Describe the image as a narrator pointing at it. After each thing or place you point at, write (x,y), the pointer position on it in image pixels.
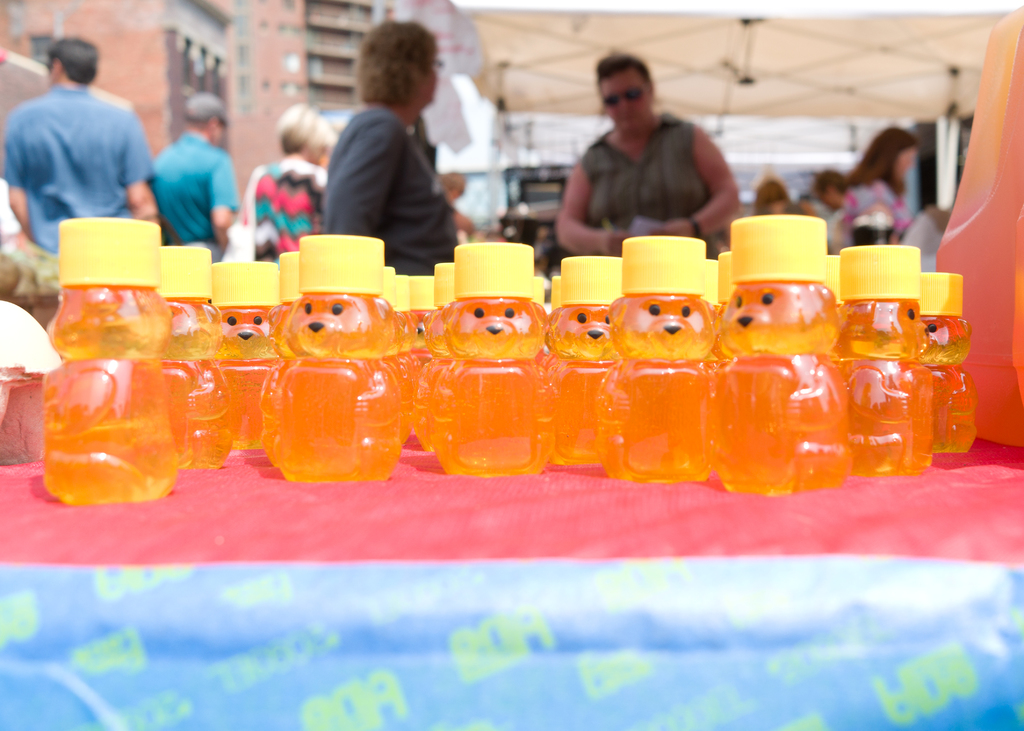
There are bottles (489,336), here people (390,164) are standing, this is a building (296,65).
